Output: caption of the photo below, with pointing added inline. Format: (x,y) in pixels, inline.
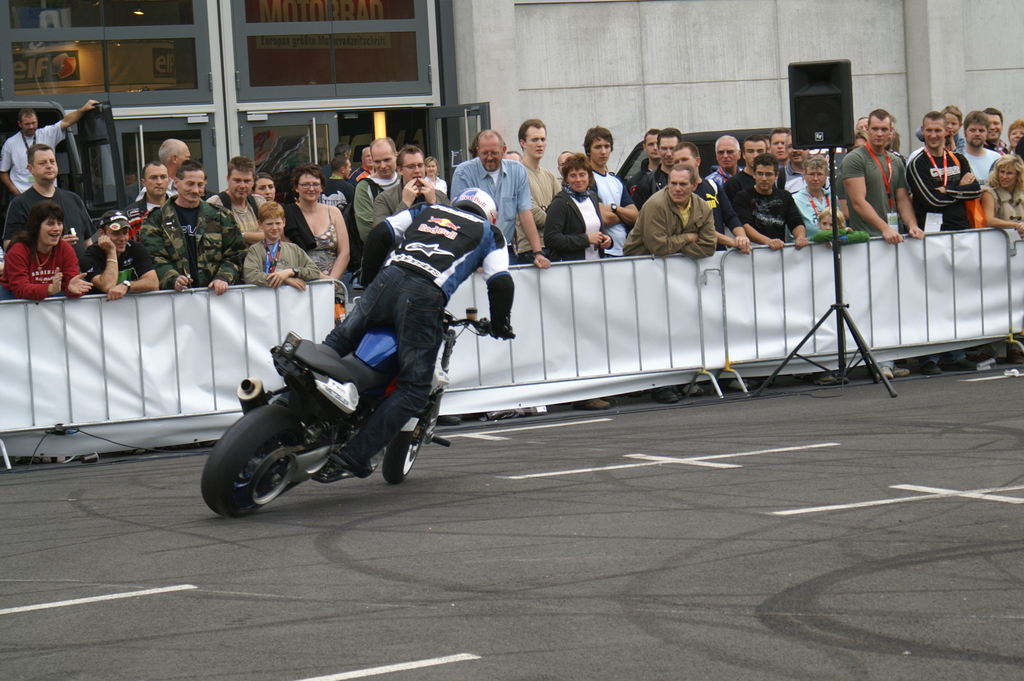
In this picture we can see a man (431,232) riding bike (281,418) on road (707,598) and aside to this road (628,464) we have a fence (722,326), stand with speakers (839,120) and a group of people (319,221) standing and looking at him and in the background (384,89) we can see wall (573,73), door (454,114), vehicle (108,148), banner (64,73).
